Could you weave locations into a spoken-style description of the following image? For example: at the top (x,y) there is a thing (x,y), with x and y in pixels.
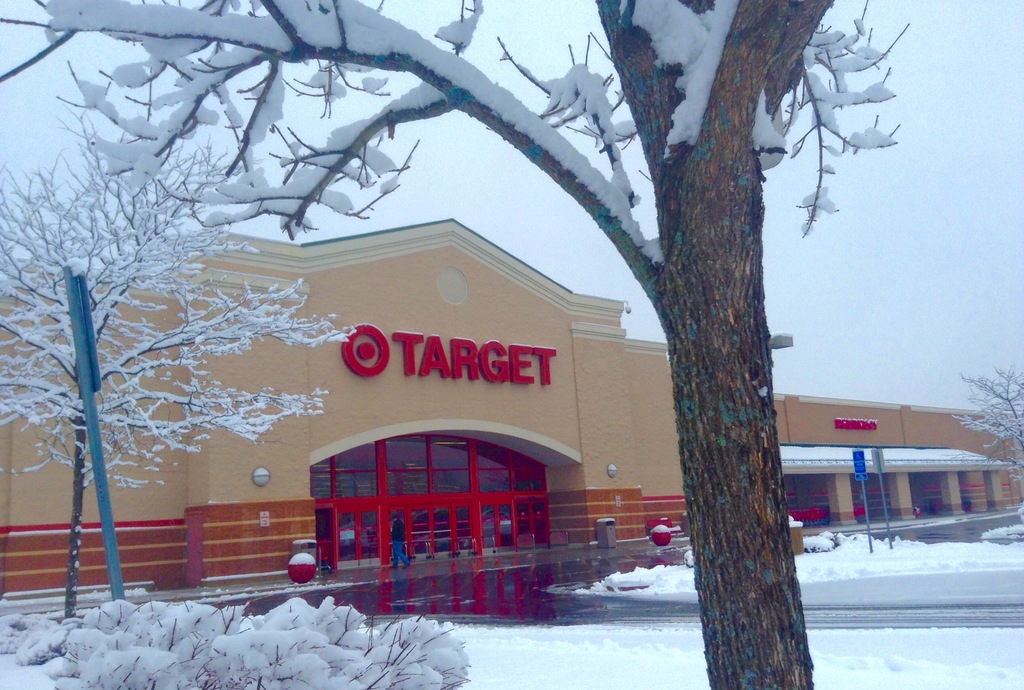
In this picture we can see a building (630,463), poles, boards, bins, balls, and snow (1022,529). There are plants (361,639) and trees (189,298) covered with snow (124,296). In the background (843,252) there is sky (472,170).
